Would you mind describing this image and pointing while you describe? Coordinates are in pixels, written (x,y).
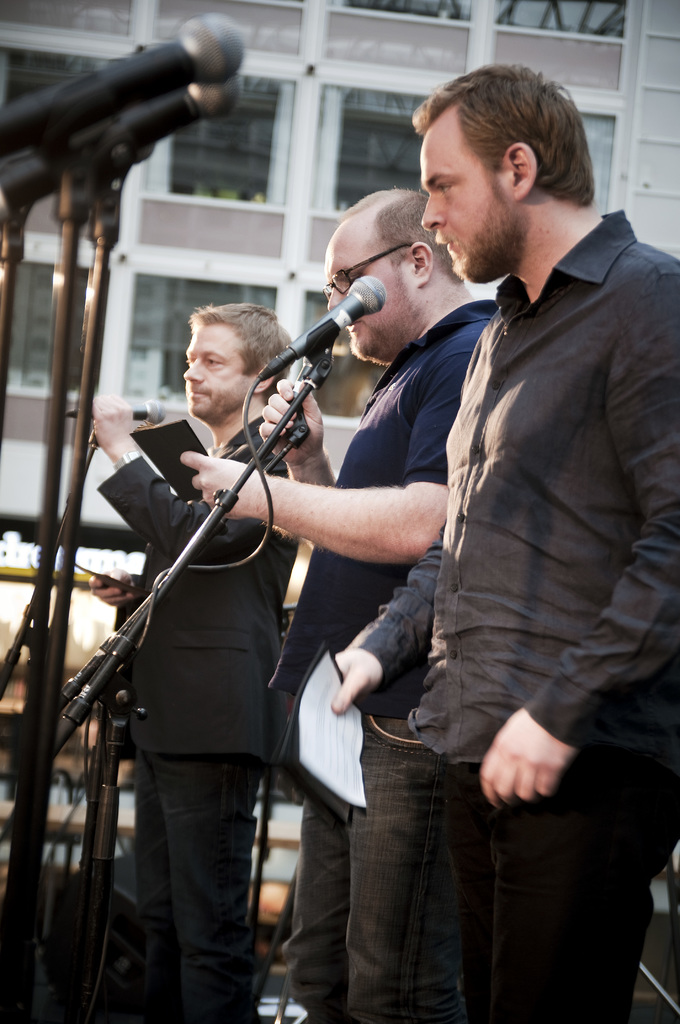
In this picture we can see three persons (338,298) standing in front of mike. On the background (296,248) there is a building (291,187).
